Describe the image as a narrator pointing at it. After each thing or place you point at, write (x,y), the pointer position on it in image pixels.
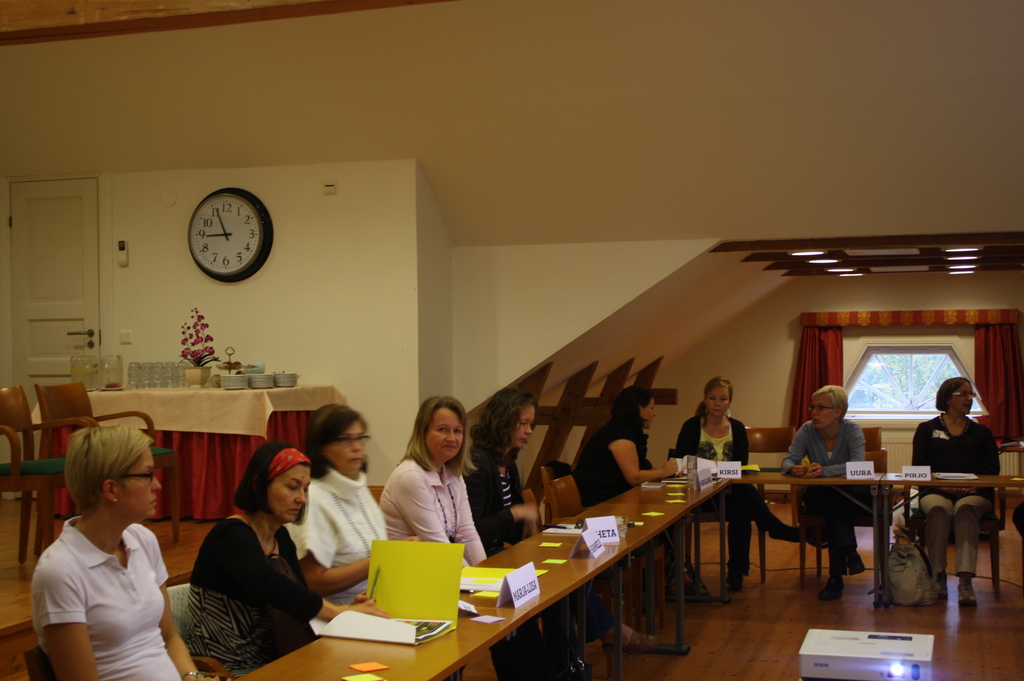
This is an inside view. Here I can see few people (418,519) are sitting on the chairs (553,503) in front of the table (385,645). On the table (578,562) there are some files (497,577), name boards (593,541) and papers (481,595). On the right bottom of the image (853,651) I can see a projector (853,669). On the left side (186,410) there is a table (217,407) which is covered with a cloth (237,463) and on that I can see few glasses (157,370), bowls (231,377) and a flower plant (199,359). Beside the table (183,407) there are two chairs (53,463) and also there is a door (63,258). On the top of the table (235,417) I can see a clock (224,224) is attached to the wall (278,275). In the background (915,369) there is a window (894,363) and on both sides I can see the curtains (833,361). On the top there are some lights (903,254).
